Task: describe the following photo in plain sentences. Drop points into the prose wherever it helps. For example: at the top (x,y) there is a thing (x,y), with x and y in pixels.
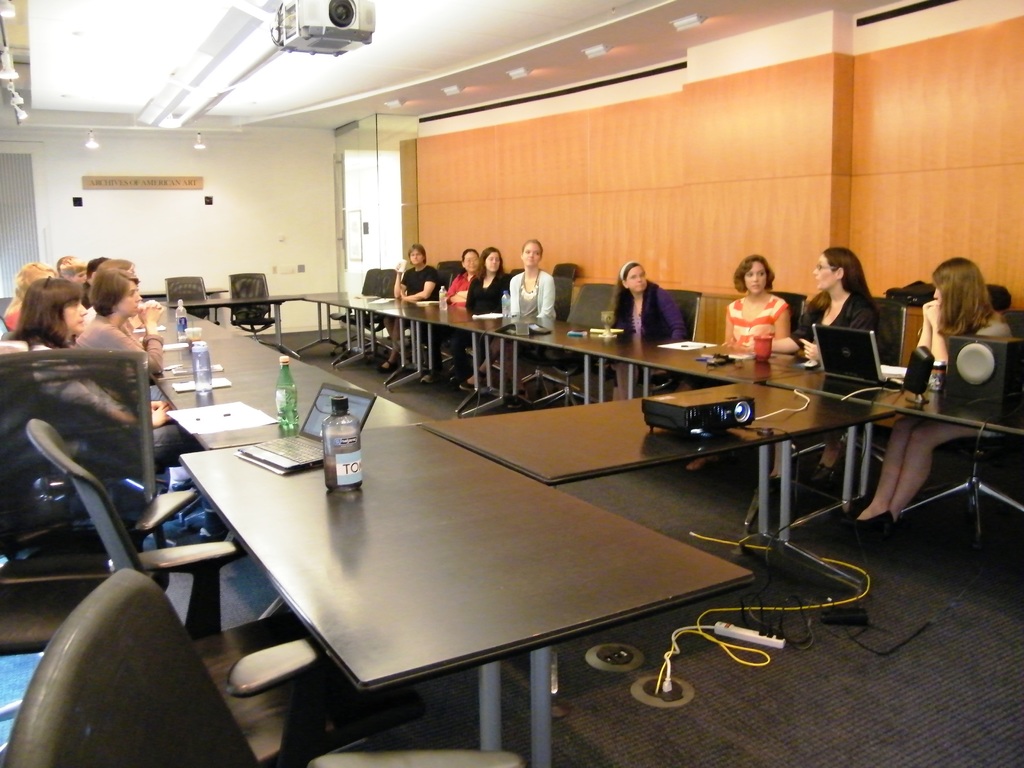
In this image I can see people (533,308) sitting in a room (127,483). There is a projector (721,428) on a black table (698,439). There are laptops (273,459), bottles (296,398) and papers (239,409) on the tables (219,324). There are lights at the top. There is a glass door (350,221) at the back (334,186).
